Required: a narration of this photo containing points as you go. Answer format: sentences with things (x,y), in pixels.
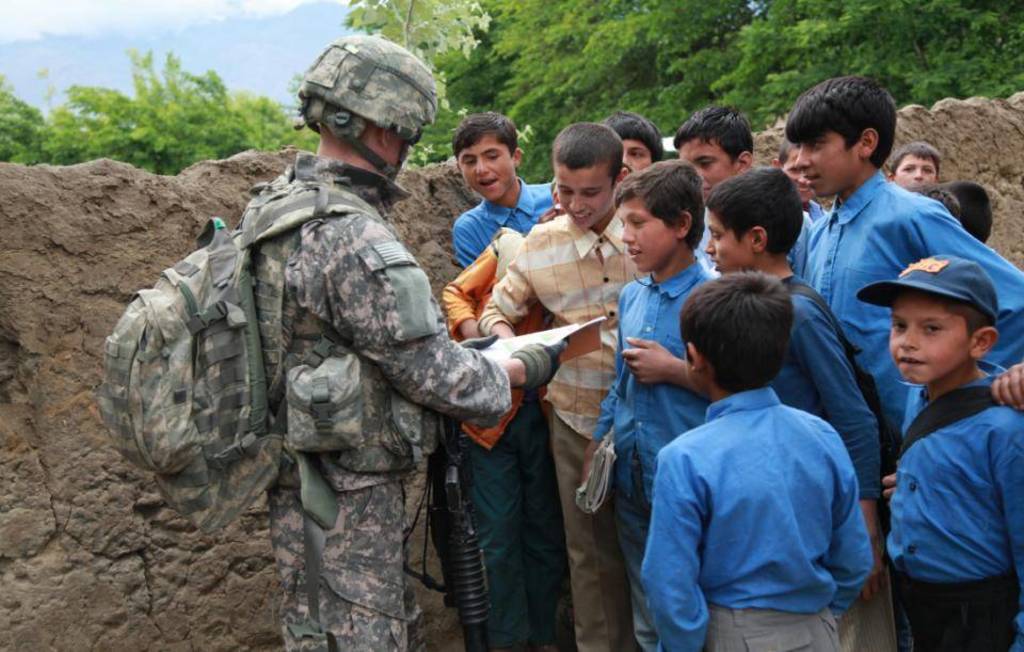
On the left side (205,283) we can see a military soldier (270,377) and carrying a bag (247,287) on the shoulder (292,271), wore a helmet (411,109) on the head (370,129) and holding a book (511,353) in the hands (526,380) and in front of the person (417,341) there are few persons (492,326) standing. In the background (87,305) we can see wall (76,487), trees (76,102) and sky (276,64).
